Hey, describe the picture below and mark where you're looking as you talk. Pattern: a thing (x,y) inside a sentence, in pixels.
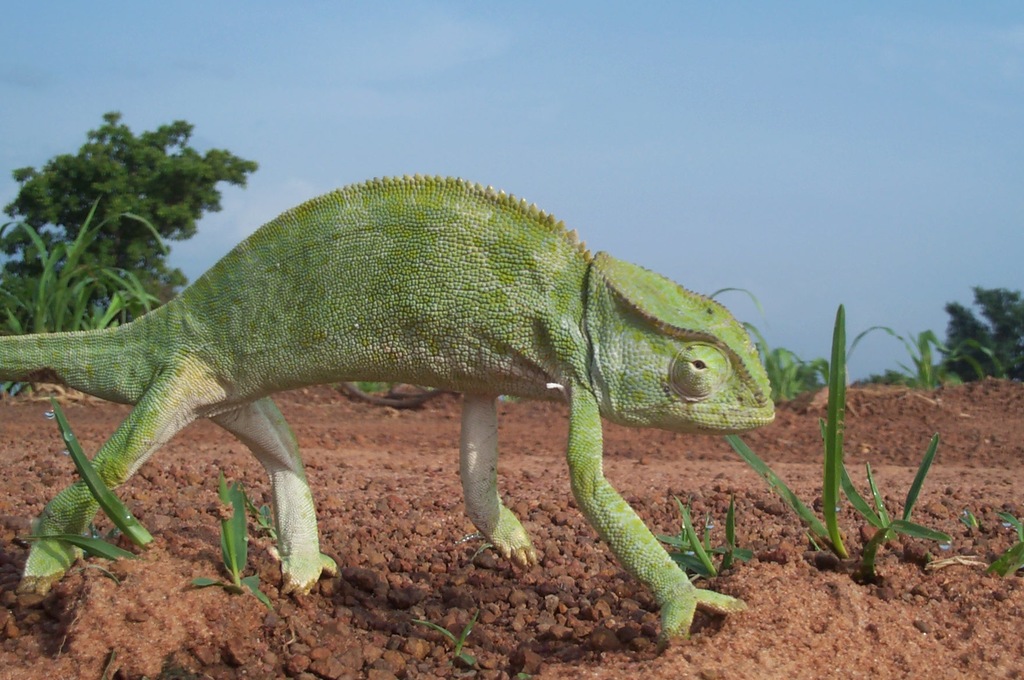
In this image we can see a reptile (622,260) on the ground (592,540). Here we can see grass (76,260). In the background (16,119) there are trees (1009,356) and sky (430,129).
